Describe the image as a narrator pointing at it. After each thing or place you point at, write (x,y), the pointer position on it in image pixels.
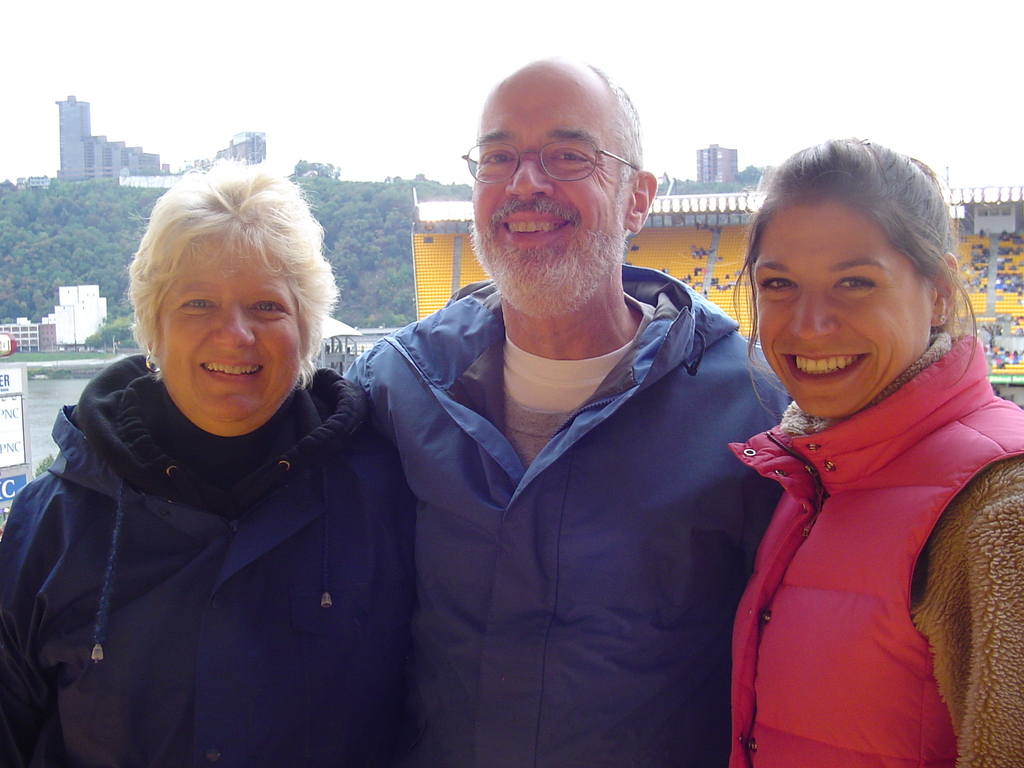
There are three persons (533,460) standing at the bottom of this image (602,571). There are some trees (98,194) and buildings (136,152) in the background (731,188). There is a sky (318,33) at the top of this image (619,82).
